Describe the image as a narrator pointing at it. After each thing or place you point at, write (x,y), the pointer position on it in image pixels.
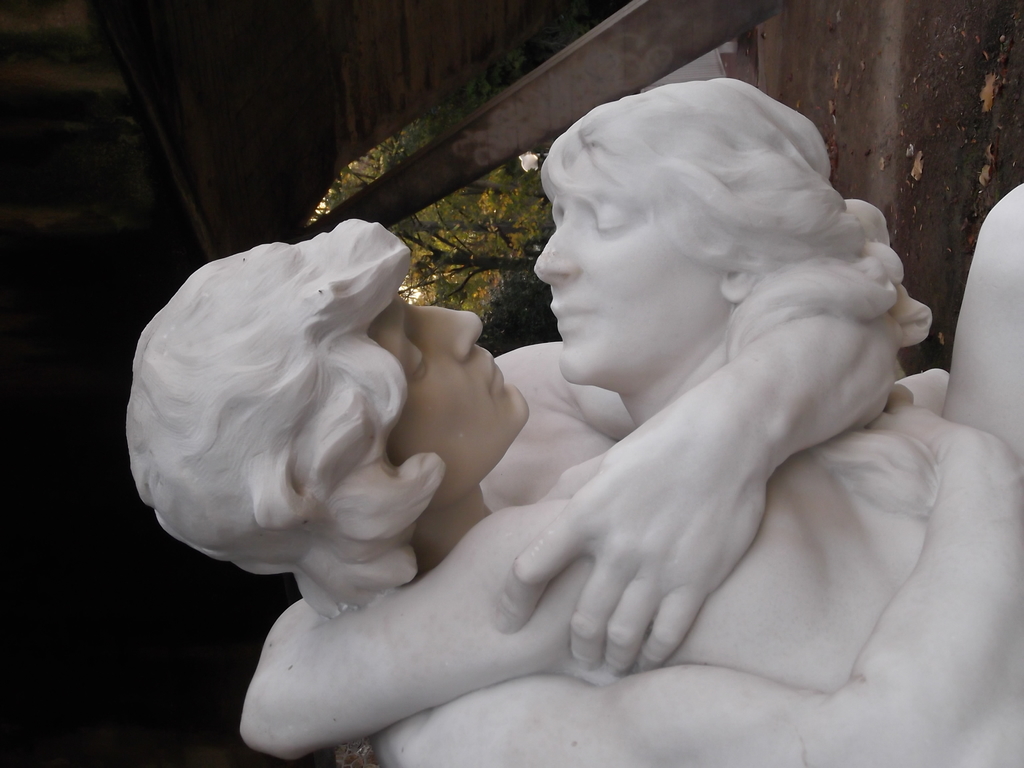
In this image we can see the statue (779,674) of two persons (348,642) hugging which is in white color. The background of the image (508,257) is dark where we can see trees (477,98).
